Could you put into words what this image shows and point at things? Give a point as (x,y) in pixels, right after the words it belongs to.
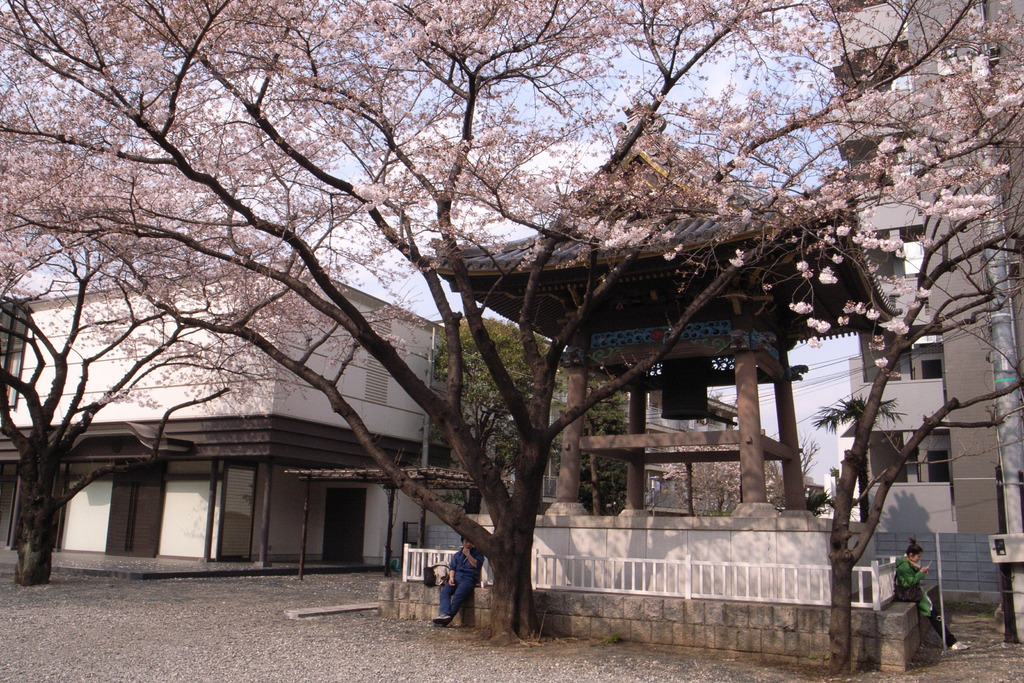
In this picture we can see there are two people (921,579) sitting and behind the people (465,582) there are buildings (561,523), trees (461,236), cables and a sky (835,354).
